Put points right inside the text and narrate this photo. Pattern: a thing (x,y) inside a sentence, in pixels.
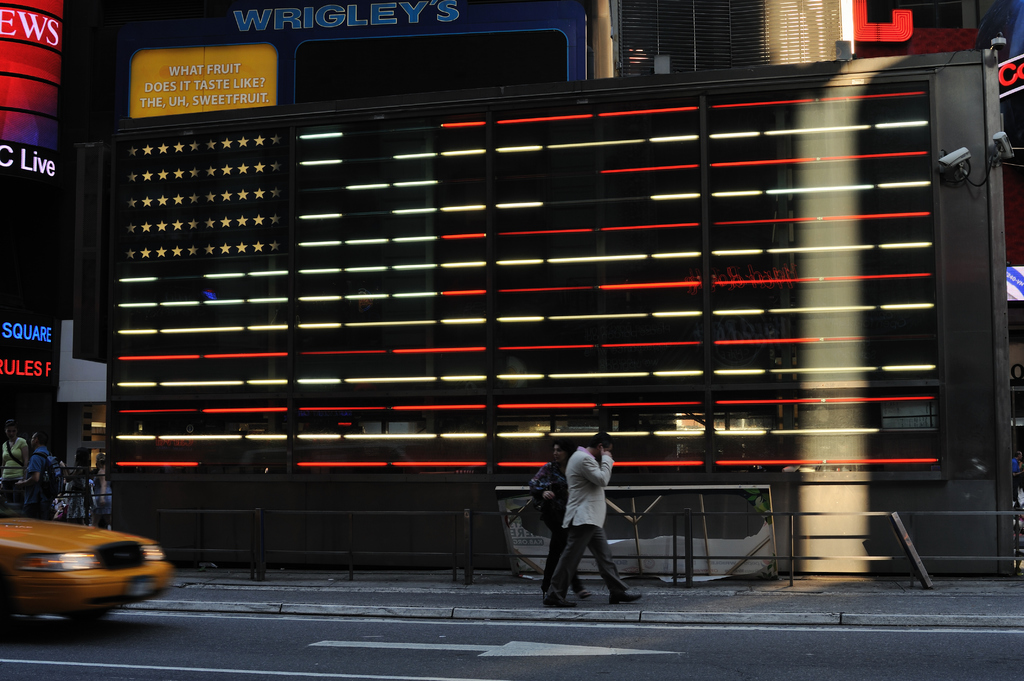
In this image there are two persons (562,513) walking on the path (661,603). Behind the persons (577,543) there is a fence (689,523) and also a architecture (633,353) with red and gold lighting (629,258). There is a car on the road (334,640). In the left (65,489) there are few persons (34,461) standing.
